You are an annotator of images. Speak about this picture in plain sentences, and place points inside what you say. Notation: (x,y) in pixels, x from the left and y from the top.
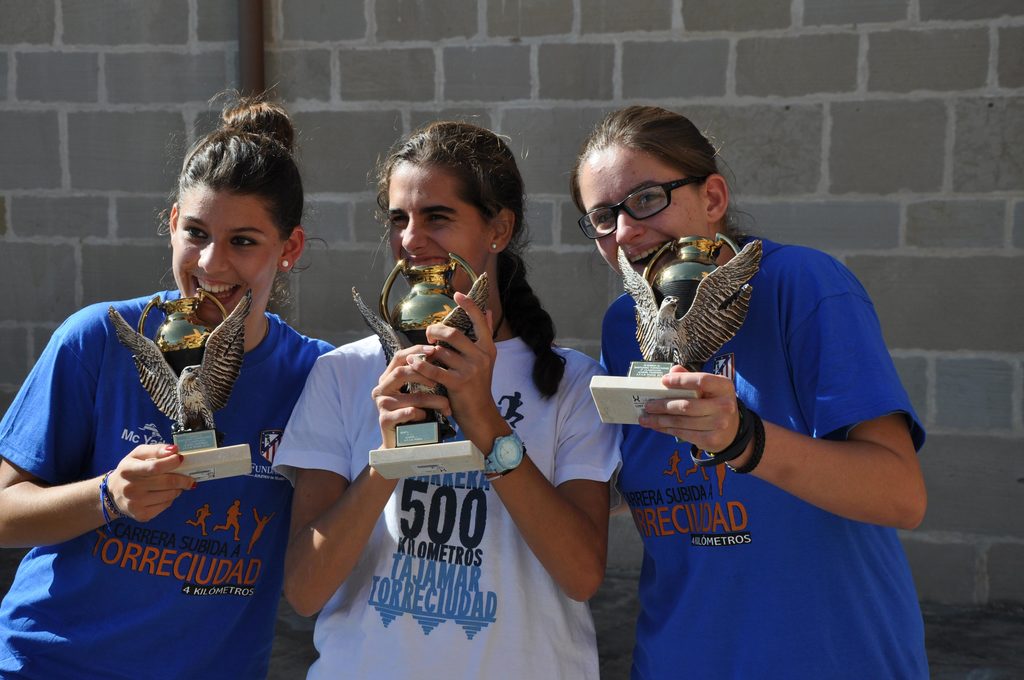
In this picture there is a woman (562,364) who is wearing white t-shirt (533,414) and watch (492,447). She is holding a cup (442,308), beside her there are two women (814,539) who are wearing blue t-shirt (783,655) and holding the birds statues cup (664,372). Behind them there is a pipe (257,53) on the brick wall (327,65).
